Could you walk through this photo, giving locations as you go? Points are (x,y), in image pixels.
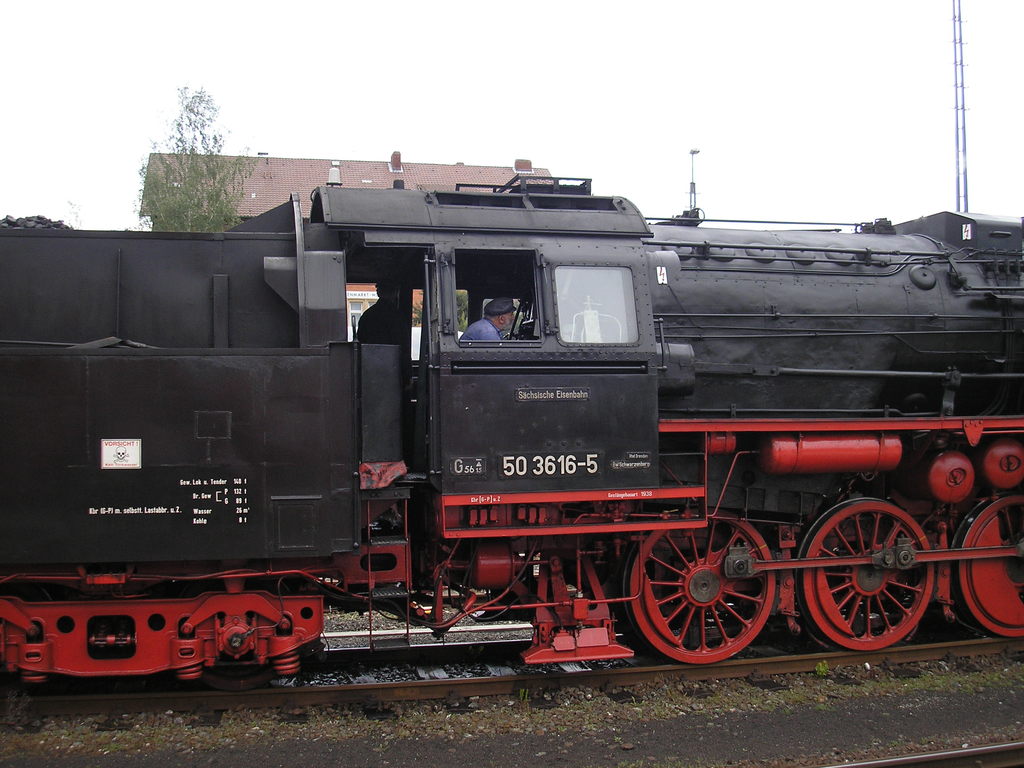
In this picture we can see a person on the train (413,388). This train (695,425) is on a railway track (545,680). We can see a tower (967,178), pole (693,165), house (243,207) and a tree (219,193) in the background (240,189).
